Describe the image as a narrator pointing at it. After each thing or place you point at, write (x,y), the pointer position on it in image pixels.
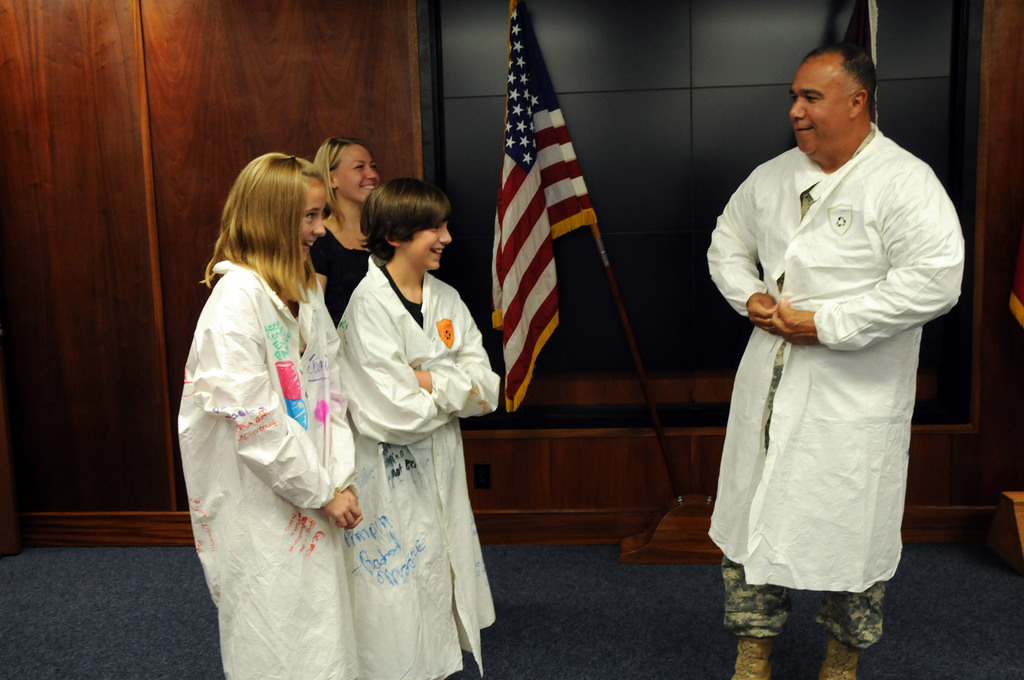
In this image, at the left side (325,543) there are some people (407,440) standing, at the right side (875,390) there is a man (927,302) standing and he is wearing a white color coat (854,265), at the middle (511,254) there is a flag (525,222), in the background (209,61) there is a brown color wooden wall (124,113).
